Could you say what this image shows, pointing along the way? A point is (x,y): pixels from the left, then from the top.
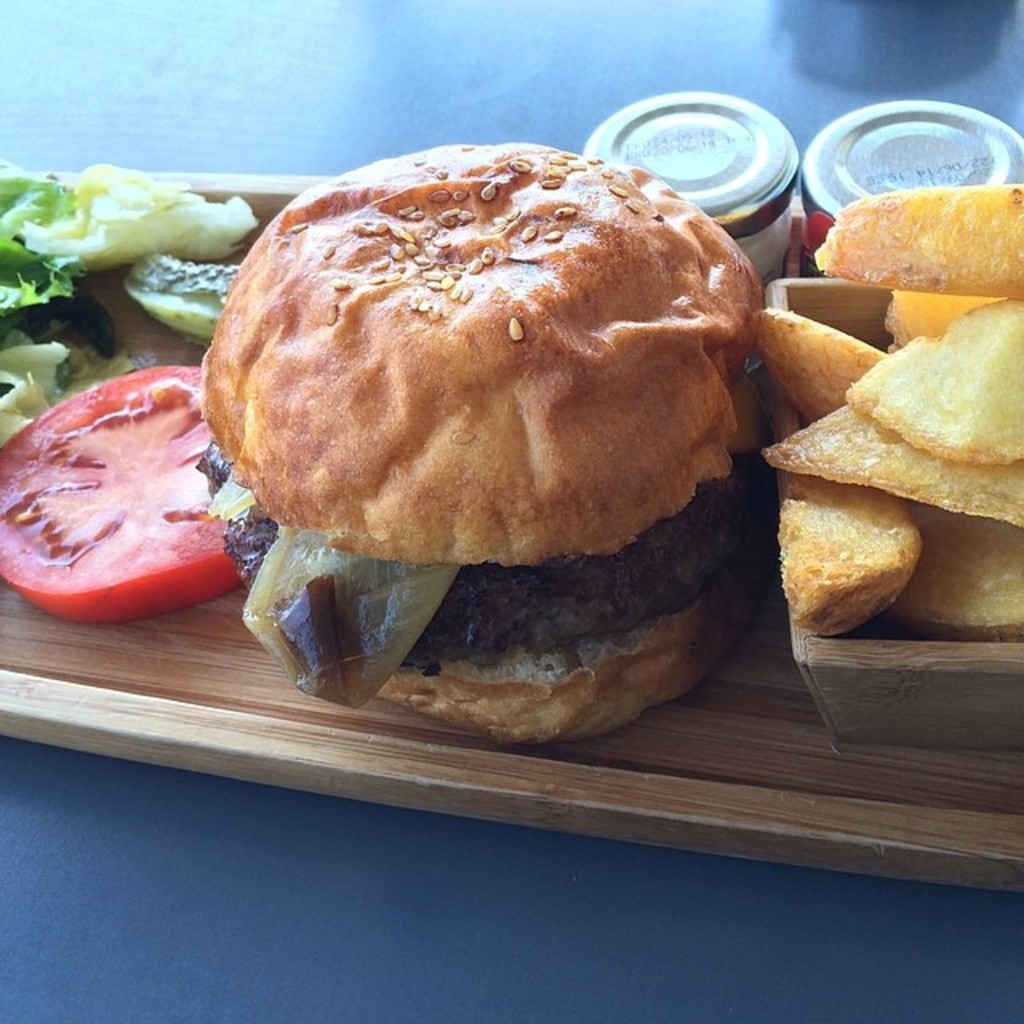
Bottom of the image (801,861) there is a table (155,993), on the table (963,920) there are some food items (428,202) and bottles (756,153).
